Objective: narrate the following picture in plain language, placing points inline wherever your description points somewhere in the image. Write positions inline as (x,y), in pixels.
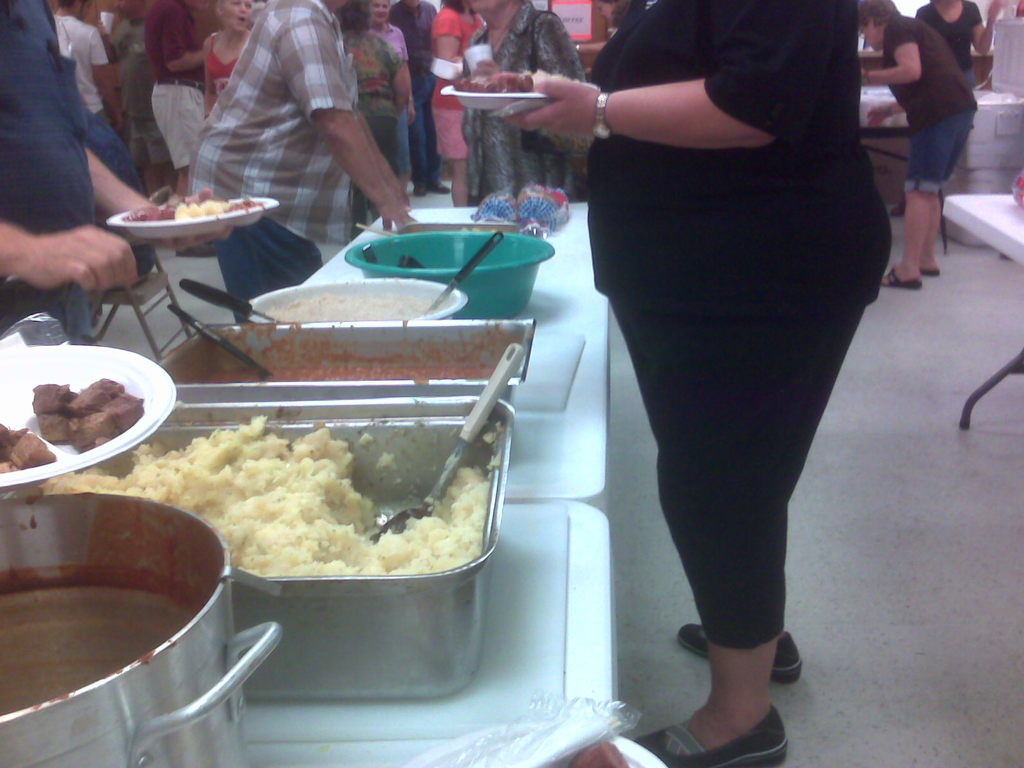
It is a buffet (258,465), people (322,34) are serving the food (273,532) that is kept on a table (522,504). Behind the table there are few women (386,65).
